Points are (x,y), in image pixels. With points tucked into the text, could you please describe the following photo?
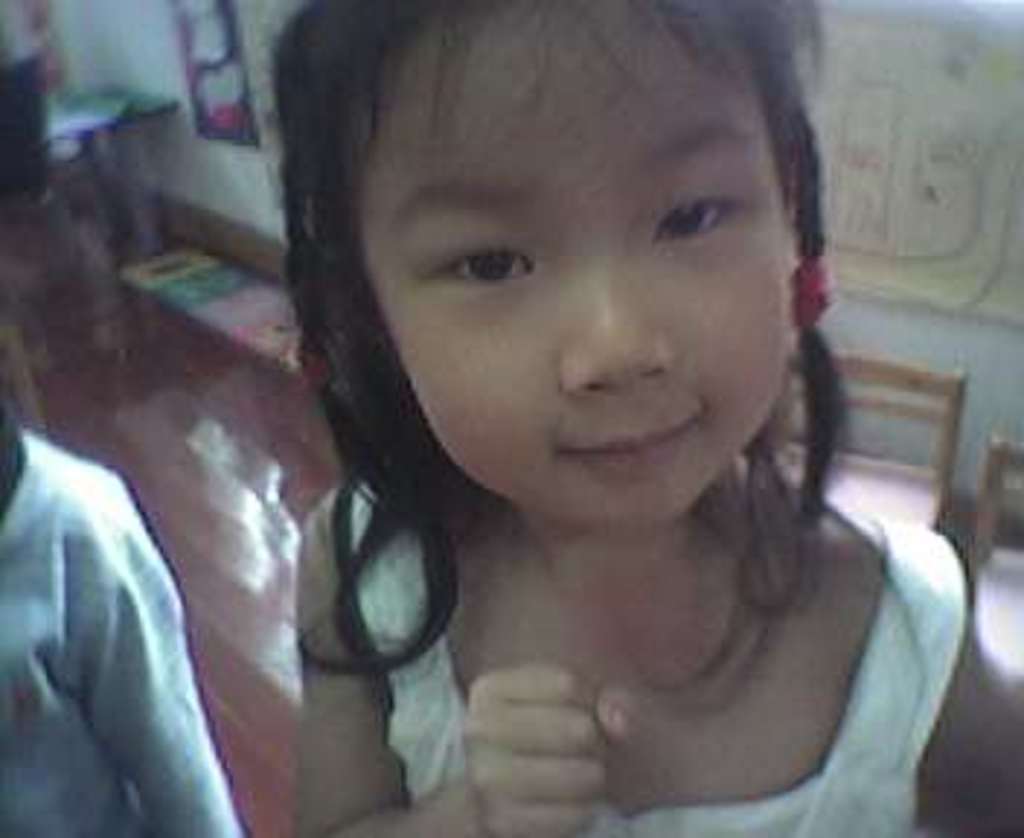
In this picture we can see a girl (535,764) and a person (53,749) on the left side (49,765). We can see a few colorful objects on the ground (214,254) and on the wall (157,94). This is a blur image.
